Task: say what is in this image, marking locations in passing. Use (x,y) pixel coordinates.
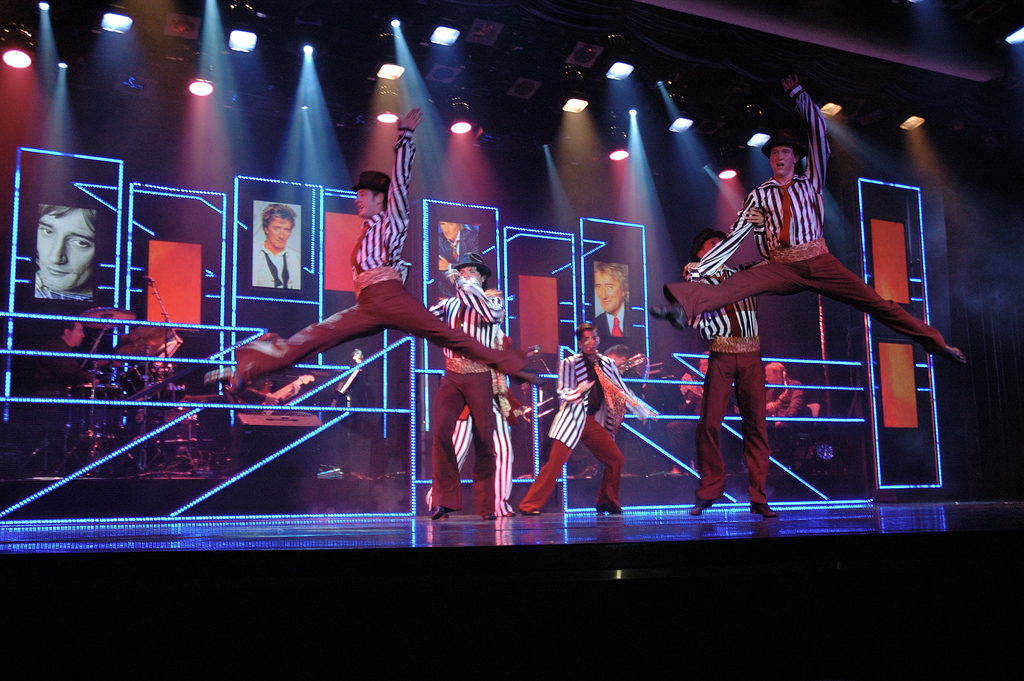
In the picture there are a group of boys (497,449) performing some activity on the stage (995,514) and behind them there are some pictures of few people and to the roof (186,70) there are beautiful lights (629,68).
